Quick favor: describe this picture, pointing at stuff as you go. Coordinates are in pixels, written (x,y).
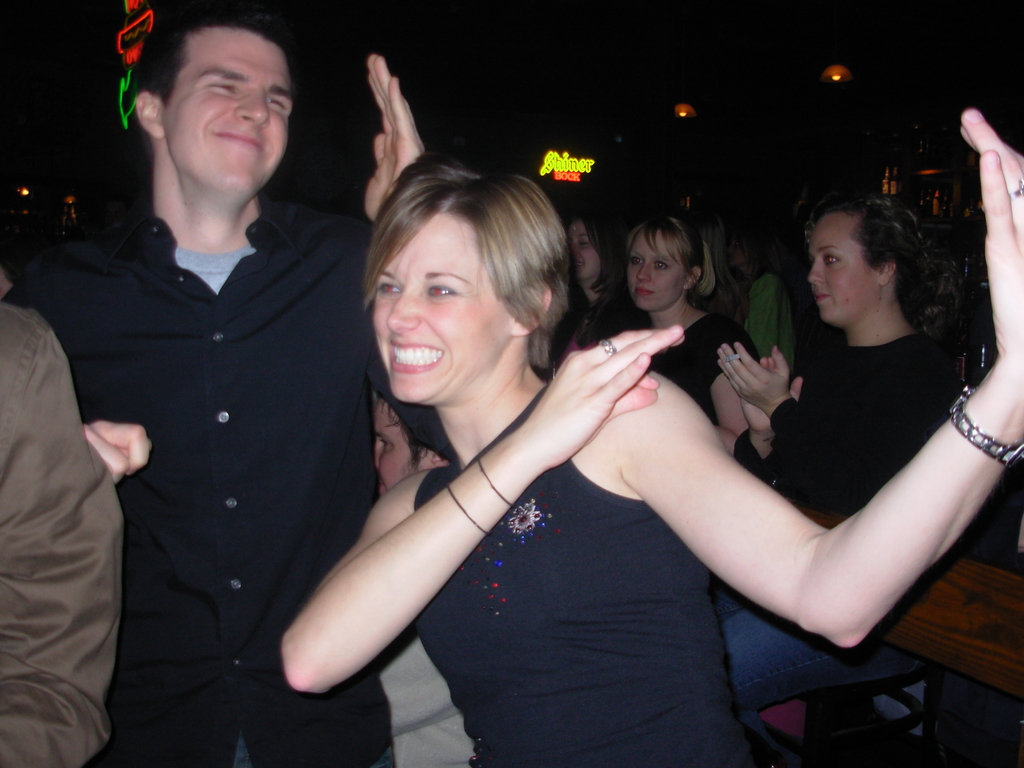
We can see people (212,333). Background (129,8) it is dark and we can see lights (124,34) and boards (136,40).
